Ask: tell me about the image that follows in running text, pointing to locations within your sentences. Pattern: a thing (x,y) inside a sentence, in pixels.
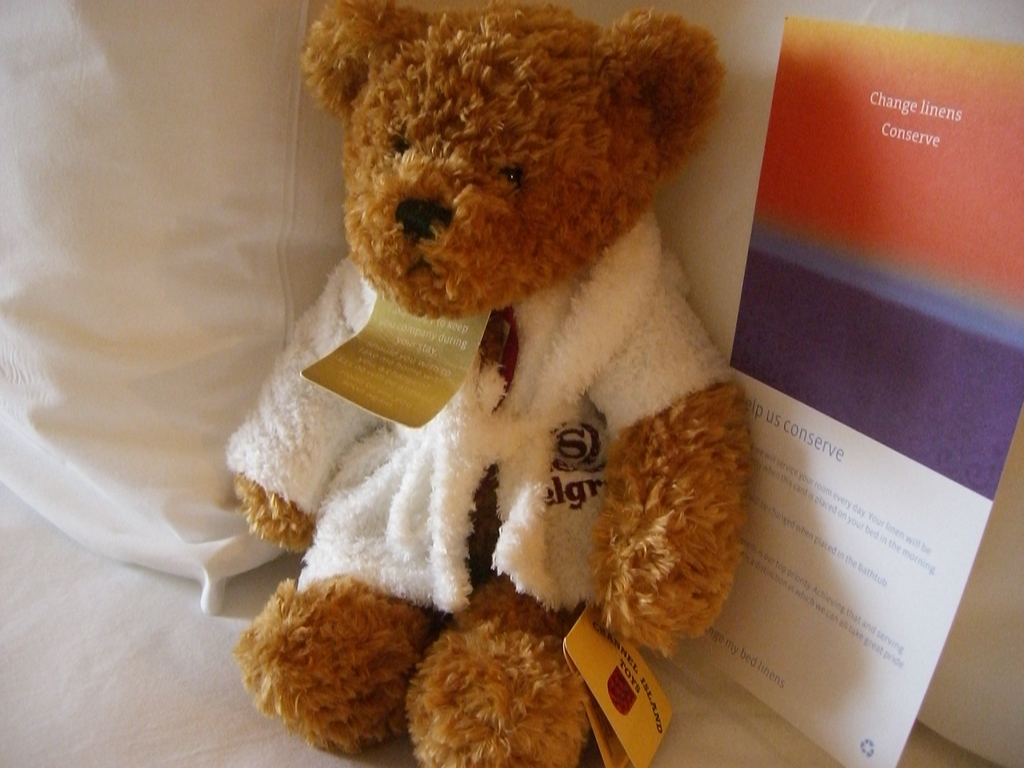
The teddy (312,314) is highlighted in this picture. The teddy (350,522) is in brown color. The teddy (582,331) wore white jacket (587,390). It is sitting on a white cloth (194,595). Beside this teddy (554,252) there is a card (838,265).
